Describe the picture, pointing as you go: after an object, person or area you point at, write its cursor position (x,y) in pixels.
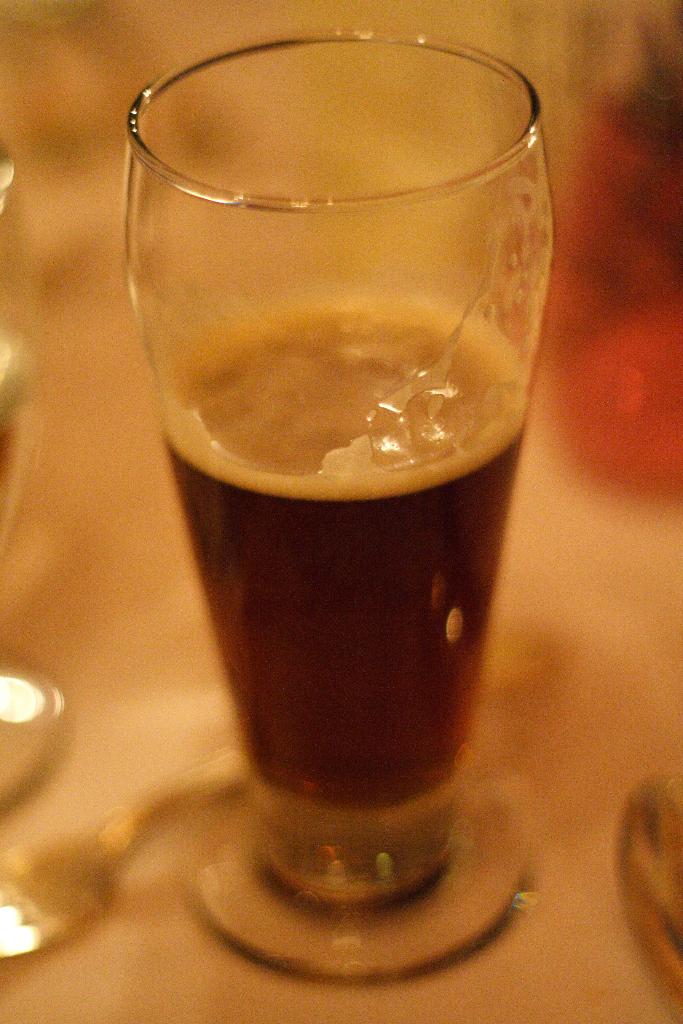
In this picture we can see glass (207,601) with drink (282,712) and objects (594,371) on the platform (177,881). In the background of the image (564,230) it is blurry.
